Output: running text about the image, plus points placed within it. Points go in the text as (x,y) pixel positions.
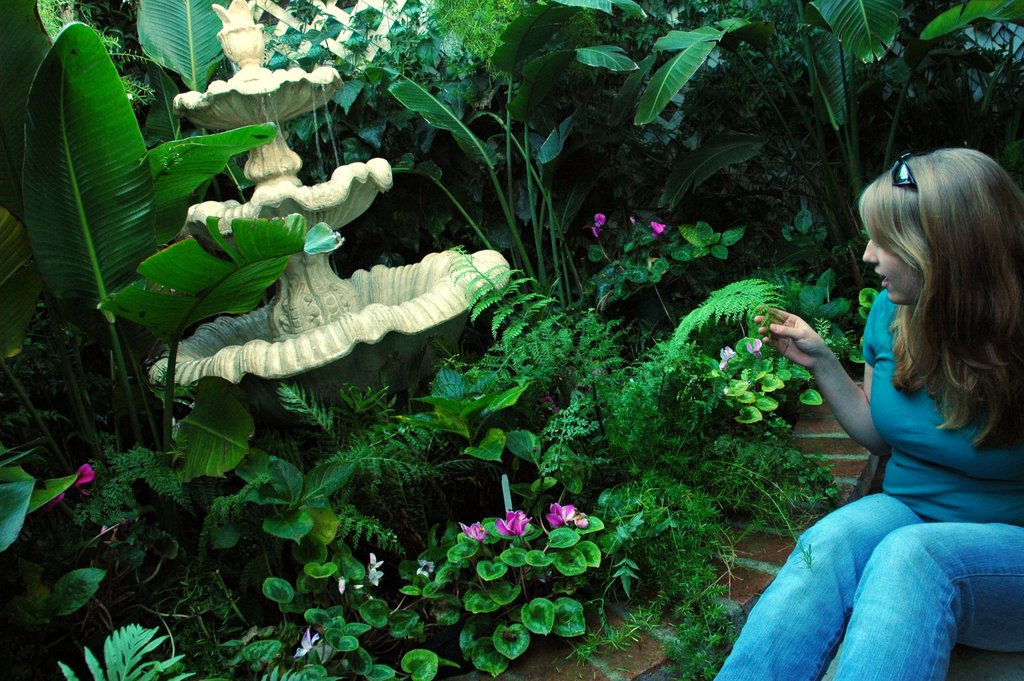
In this picture we can see a woman (925,496) is sitting on the right side (921,476), on the left side (328,479) we can see some plants (515,418), trees (728,32) and flowers (555,511), it looks like a fountain (273,207) in the middle (360,359).
